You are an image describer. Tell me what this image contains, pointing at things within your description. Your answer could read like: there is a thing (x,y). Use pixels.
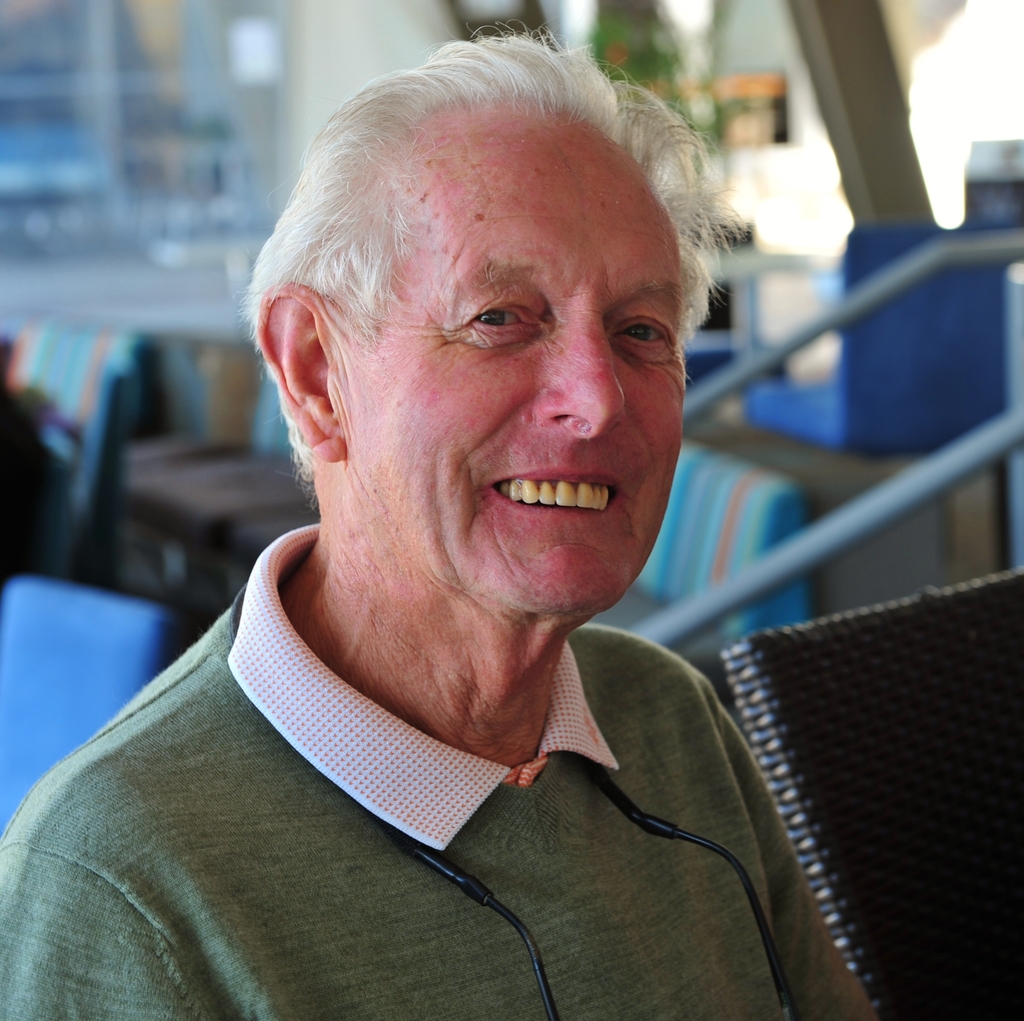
In this image, we can see a person (347,476) smiling and in the background (849,718), there is a chair (868,724).
